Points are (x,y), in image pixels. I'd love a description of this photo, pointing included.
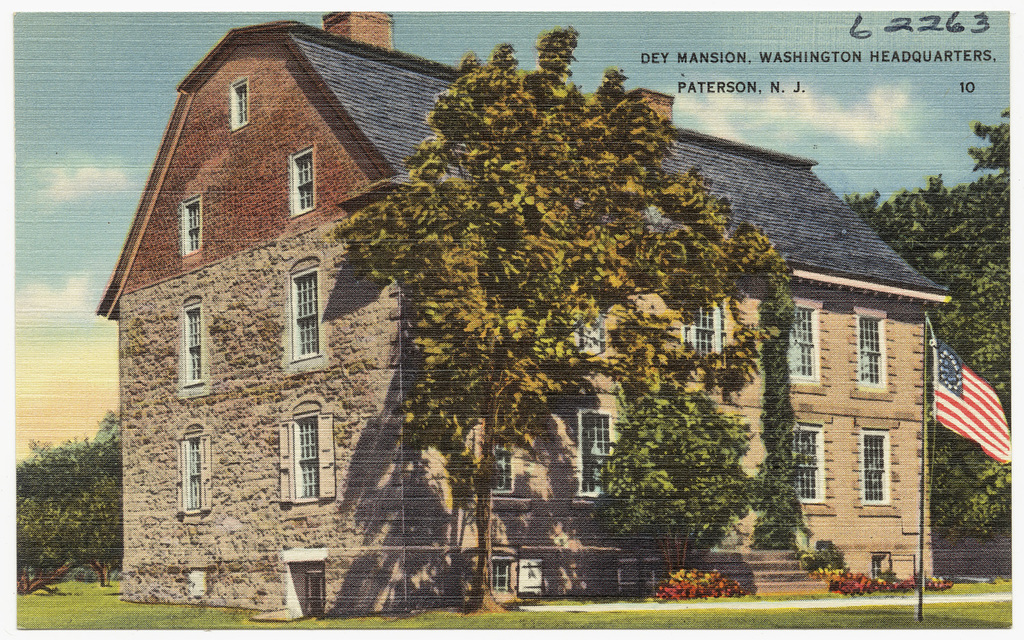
It is a portrait of a building (374,397) and outside that building (397,386) there are many trees (958,268) and on the right side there is a flag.
